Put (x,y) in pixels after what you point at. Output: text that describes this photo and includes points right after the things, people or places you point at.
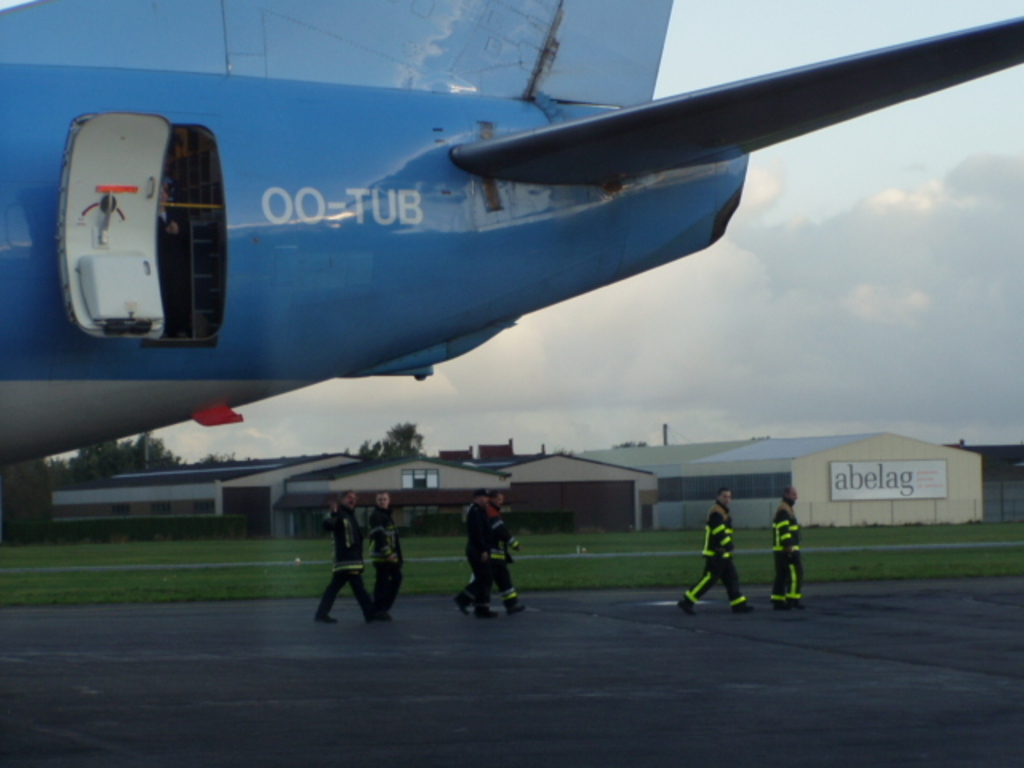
In this image I can see few people (382,504) are on the road (526,634). These people (471,509) are wearing the black and yellow color dresses (507,595). To the left (311,258) I can see an aircraft (295,198) which is in blue color. In the background (567,395) I can see the sheds (645,486), many trees (372,455), clouds (519,370) and the sky (642,296).
